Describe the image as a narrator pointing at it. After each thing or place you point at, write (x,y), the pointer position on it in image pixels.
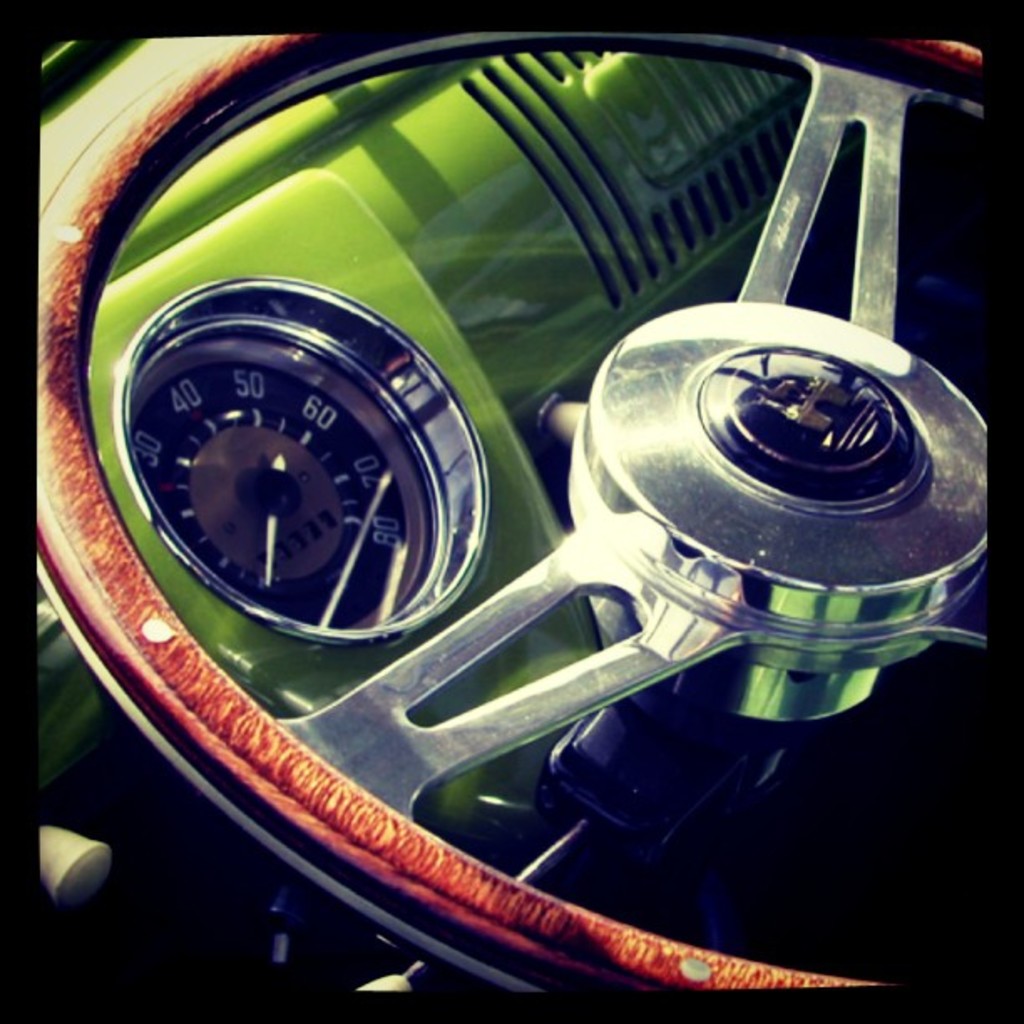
In this picture we can see steering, gauge (433,467) and buttons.
